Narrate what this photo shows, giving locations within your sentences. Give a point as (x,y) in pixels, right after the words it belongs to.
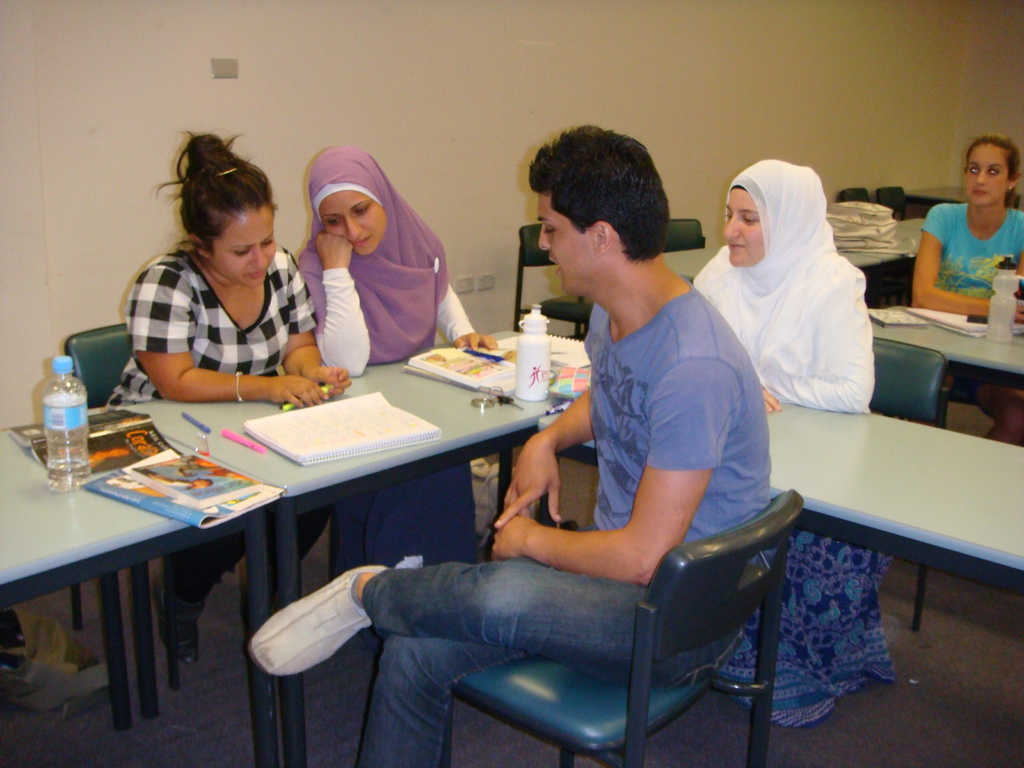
This persons (945,211) are sitting on a chair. In-front of this person (745,406) there are tables (370,380). On table (784,442) there are bottles (58,404), books (301,428), pens (252,442) and papers (291,442). This woman (776,403) wore white scarf (764,300). This woman (394,297) wore purple scarf (396,188).
